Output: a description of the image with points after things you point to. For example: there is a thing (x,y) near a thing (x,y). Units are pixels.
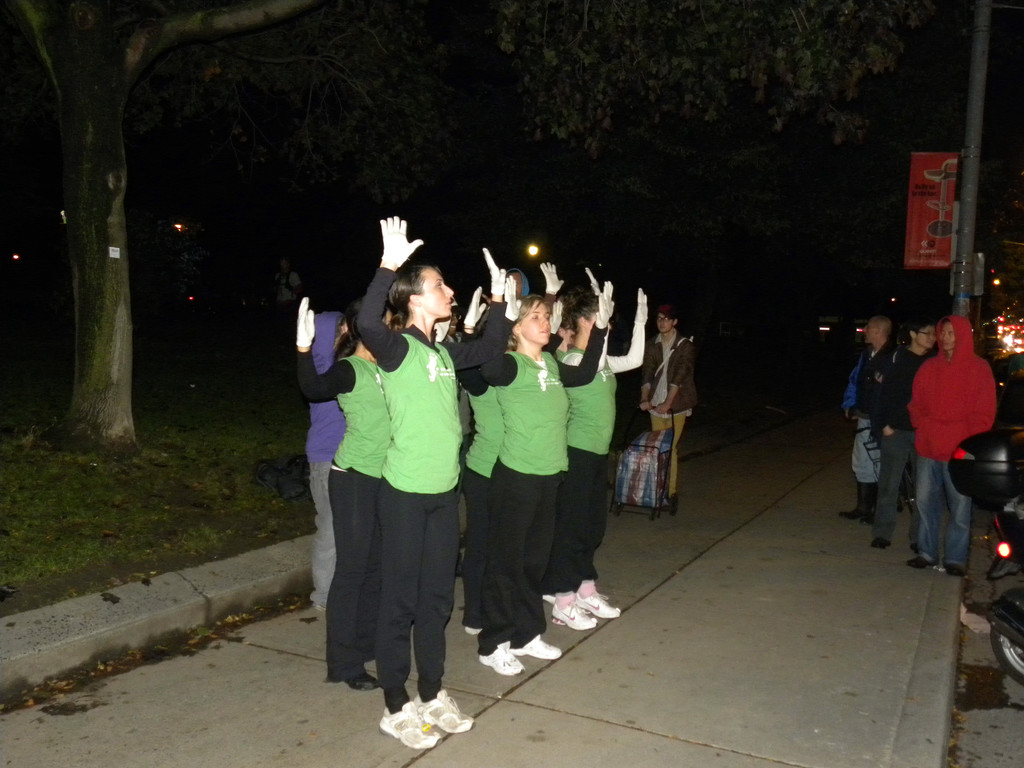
In this image, we can see some people (391,426) standing and they have raised their hands (488,262), on the right side (904,438), we can see a pole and there are some people (898,427) standing beside the pole (975,126), we can see a tree (370,29) on the left side (165,19).
